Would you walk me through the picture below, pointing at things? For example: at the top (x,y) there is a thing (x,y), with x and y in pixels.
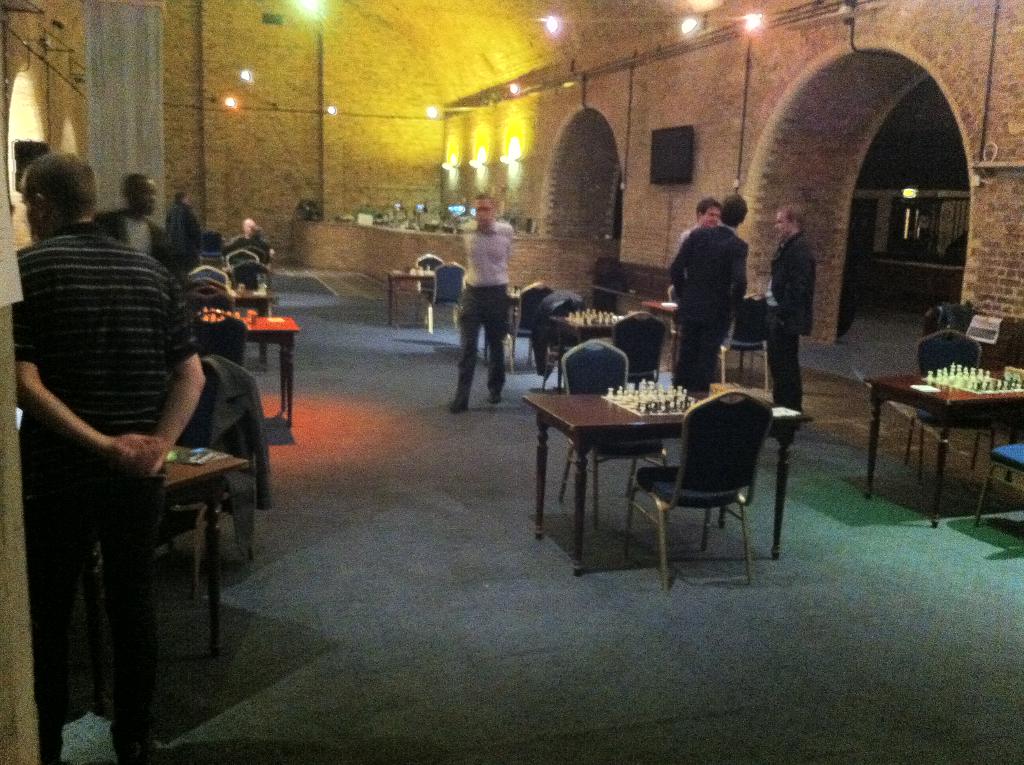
This picture shows few people (89,190) standing and we see a table (612,419) with chess board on it and few chairs (586,383).
